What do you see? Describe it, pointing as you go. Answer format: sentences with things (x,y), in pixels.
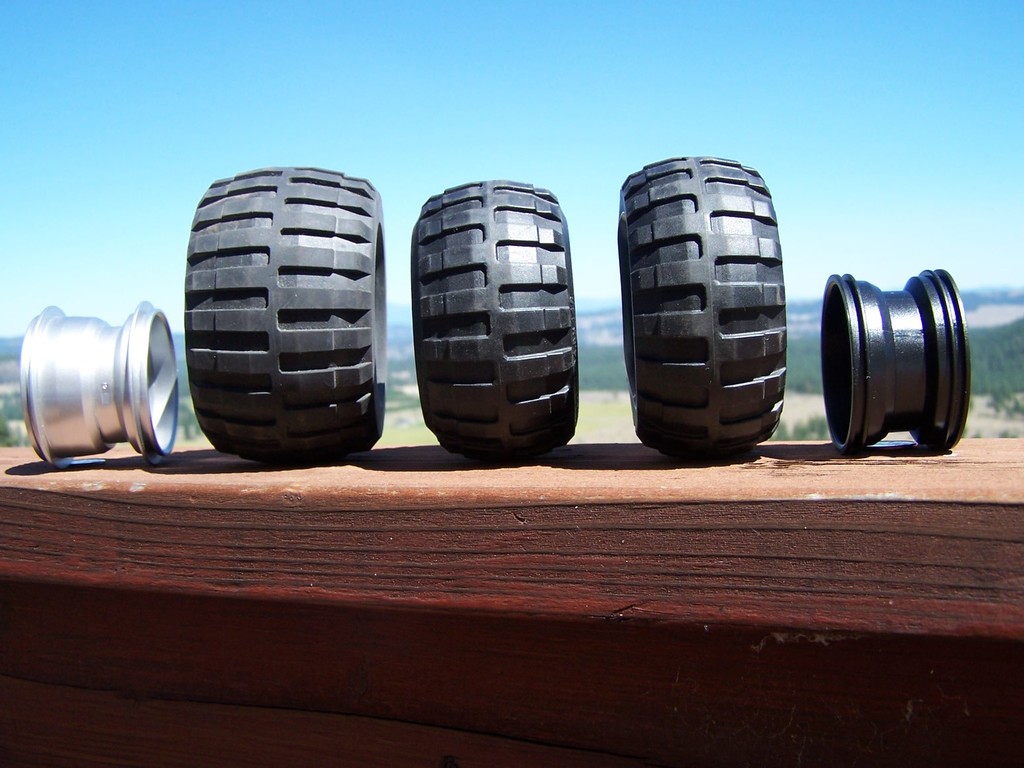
There are three black color tires (630,303), a silver color object (142,352) and a black color object (914,363) arranged on the wall (173,484). In the background (1022,331), there are trees (1007,335) and plants (788,421) on the ground (599,407) and there is blue sky (440,122).
